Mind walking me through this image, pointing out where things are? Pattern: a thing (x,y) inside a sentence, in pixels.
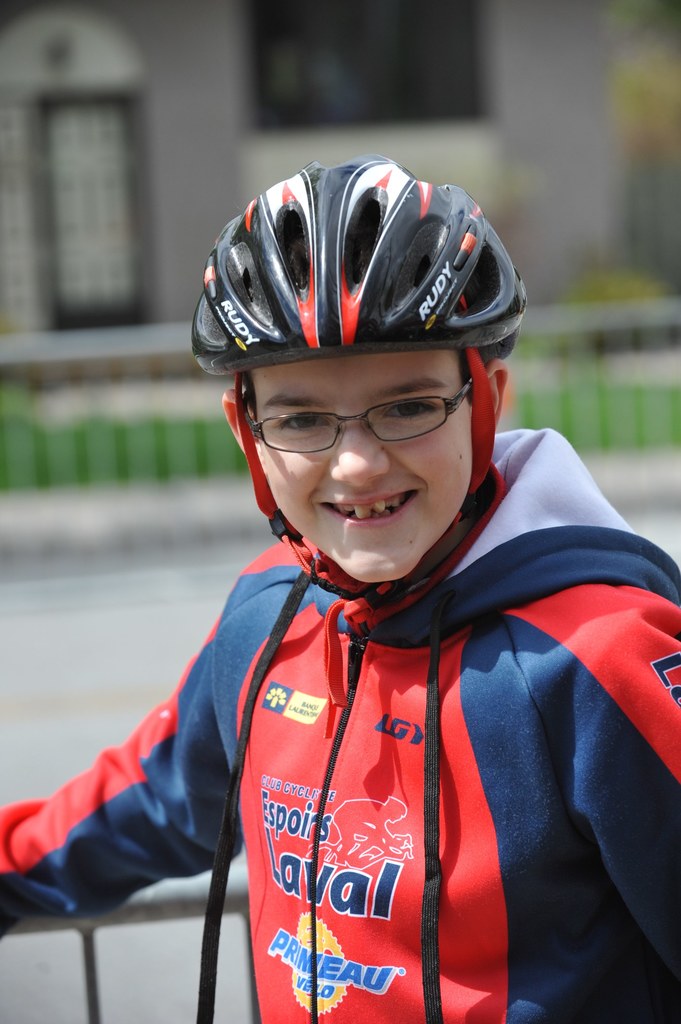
In this image we can see a boy (258,388) smiling and wearing helmet (339,298) and the background (352,10) is blurred with a building (195,86) and also grass (77,469) and fence (624,428).
